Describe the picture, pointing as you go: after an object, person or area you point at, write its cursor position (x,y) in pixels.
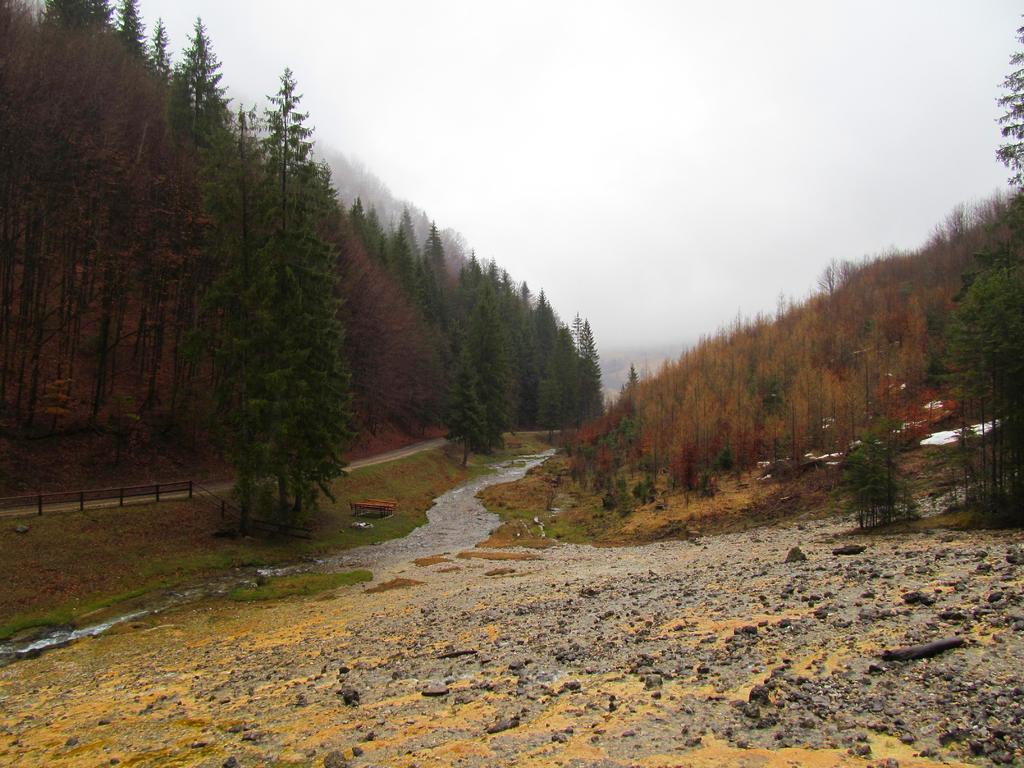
This is a landscape image where we can see there are mountains (49,126), trees (565,415), plants (609,401), fences (275,535), water (426,540) and a few other objects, in the background (787,244) we can see the sky (726,187).
